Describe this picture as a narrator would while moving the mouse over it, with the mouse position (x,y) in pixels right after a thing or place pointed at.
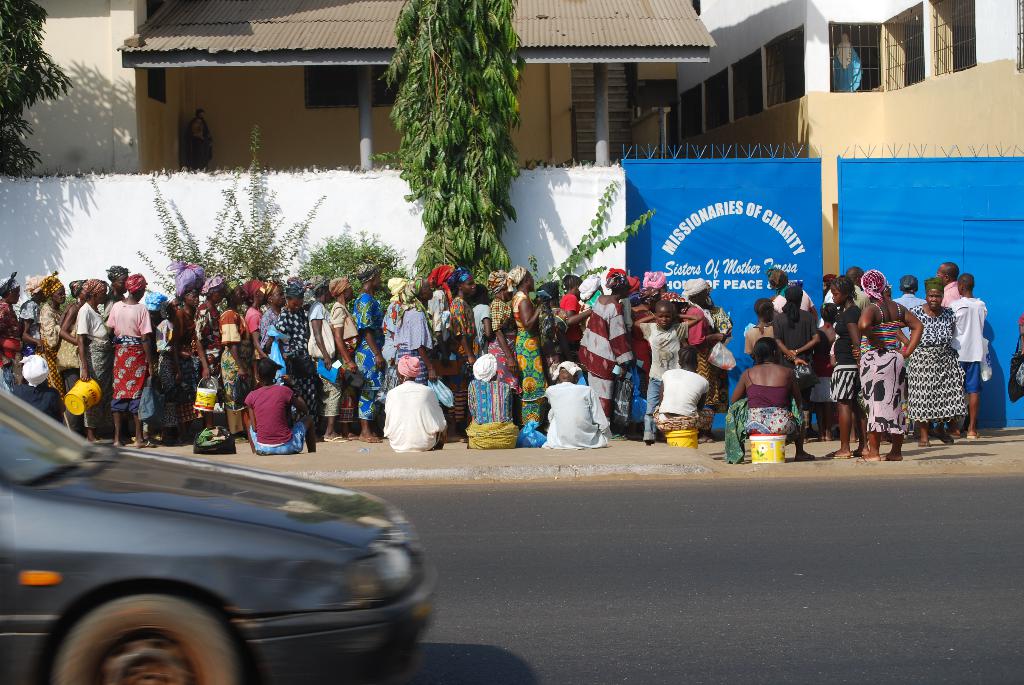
In this picture there are group of people (568,323) standing and there are group of people (274,395) sitting on the footpath (277,459) and there are boards (709,249) and there is text (705,280) on the board (703,235) and there are buildings (837,126) and trees (490,258) and there are plants (601,241). In the foreground (632,671) there is a vehicle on the road (808,477).
